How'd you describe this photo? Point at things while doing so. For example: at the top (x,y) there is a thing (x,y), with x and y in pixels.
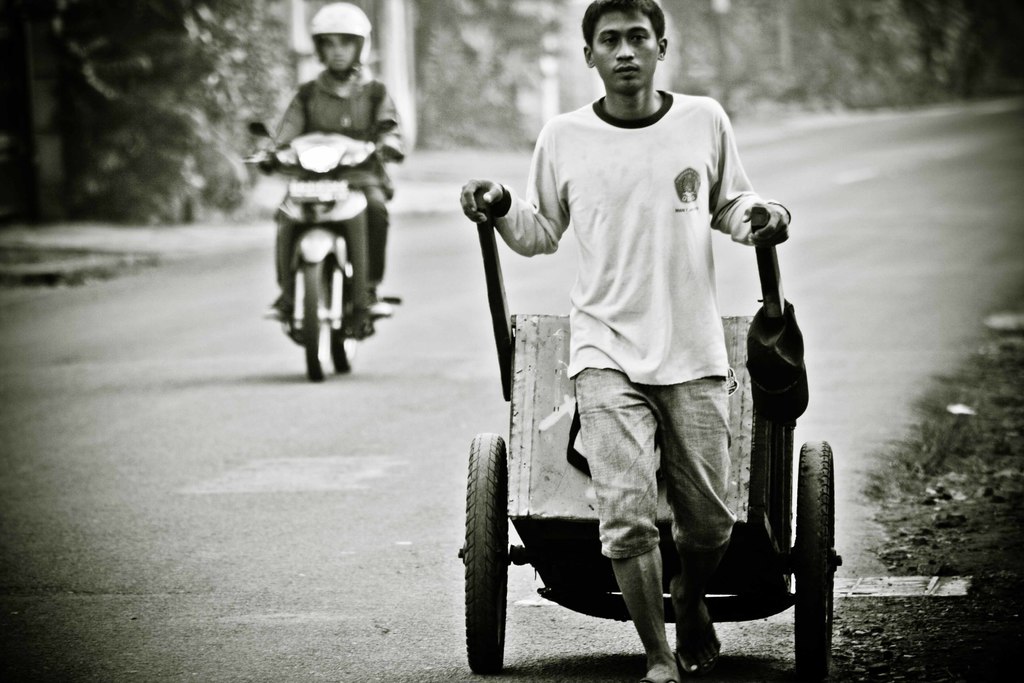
This is completely a black and white picture. Here we can see a man (695,466) in front of a picture pulling some vehicle (570,482). Behind to him there is other man (372,132) riding a bike (314,140) wearing a helmet (327,26). On the background (163,61) we can see trees (444,54). This is a road (233,496).
